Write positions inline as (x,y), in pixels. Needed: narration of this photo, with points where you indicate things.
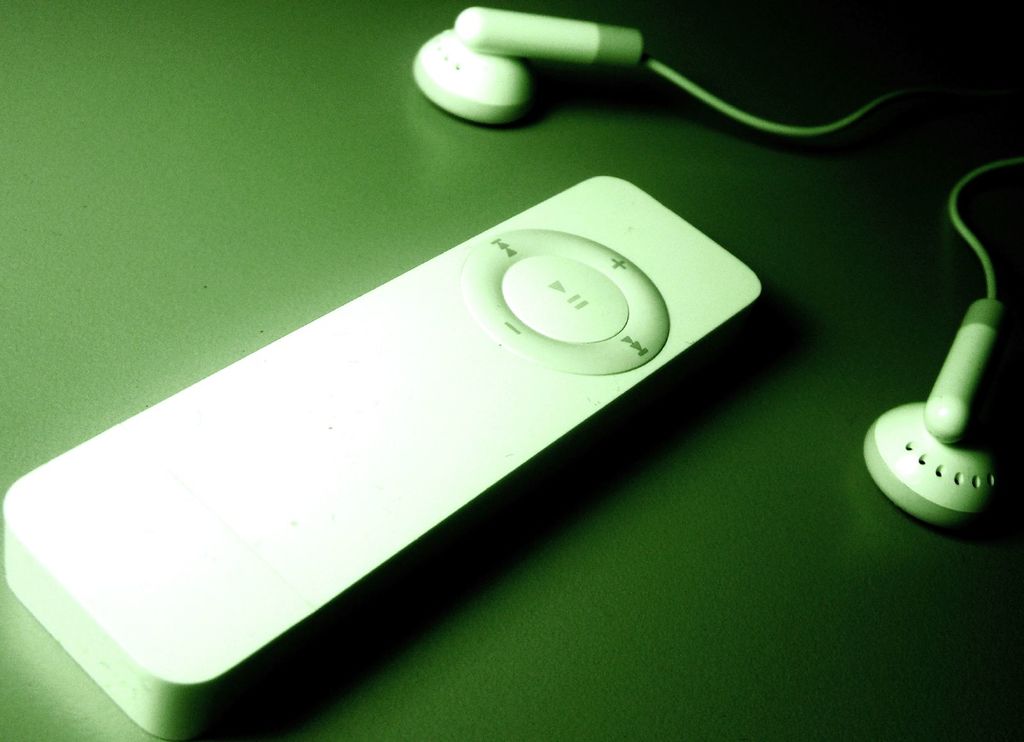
In this image there is a small music player (441,360) in the middle (528,321). Beside it there are headphones (567,51).
